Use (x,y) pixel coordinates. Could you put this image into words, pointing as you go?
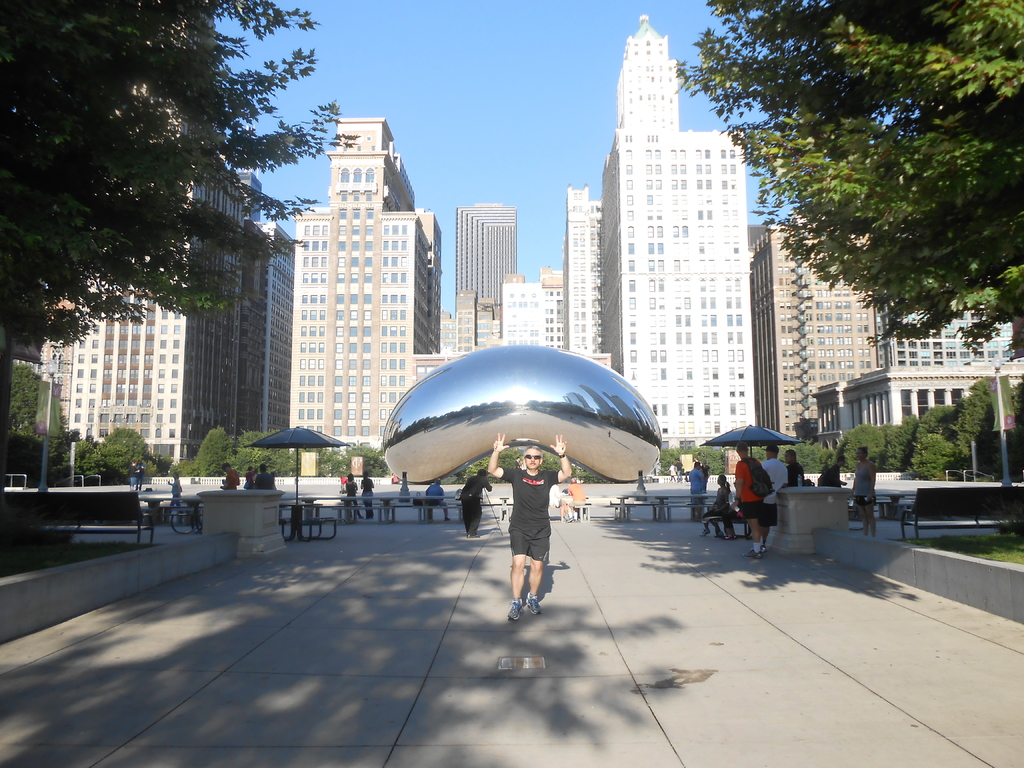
In the center of the image (529,466) we can see one person (529,504) is standing and he is raising his hands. In the background (560,151), we can see the sky (497,123), buildings (566,283), trees (203,288), outdoor umbrellas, benches (395,502), few people (464,490) and a few other objects (571,458).
